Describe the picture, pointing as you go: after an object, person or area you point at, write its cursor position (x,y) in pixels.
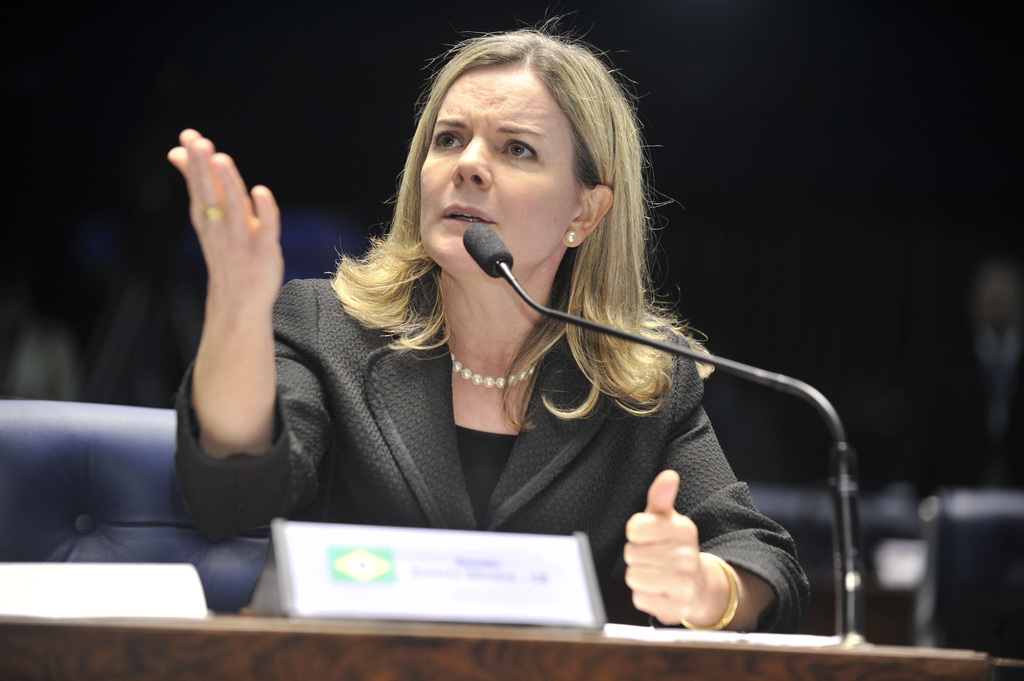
In the picture we can see a woman (691,533) sitting on the chair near the desk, on the desk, we can see a microphone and woman (584,509) is talking and she is wearing a black blazer (695,517).
